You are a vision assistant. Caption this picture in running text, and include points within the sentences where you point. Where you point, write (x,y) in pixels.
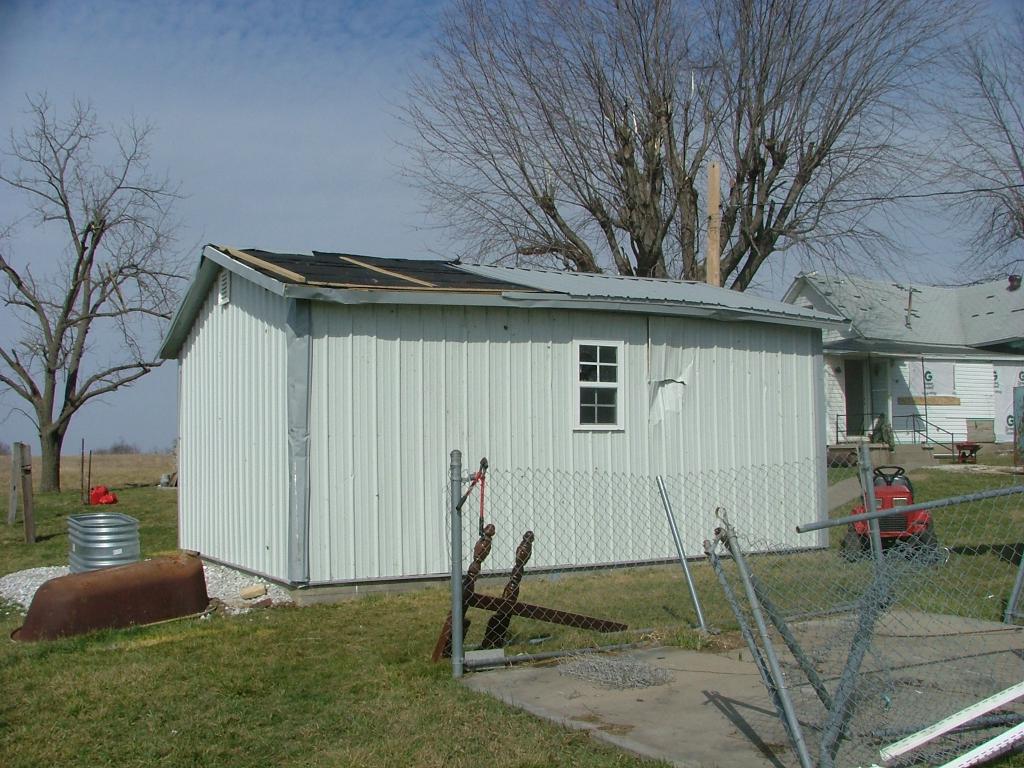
In this picture I can see few houses (638,396), trees (518,163) and looks like a toy car (884,522) on the ground (938,526) and I can see a metal fence (594,617) and a blue cloudy sky (331,90).
